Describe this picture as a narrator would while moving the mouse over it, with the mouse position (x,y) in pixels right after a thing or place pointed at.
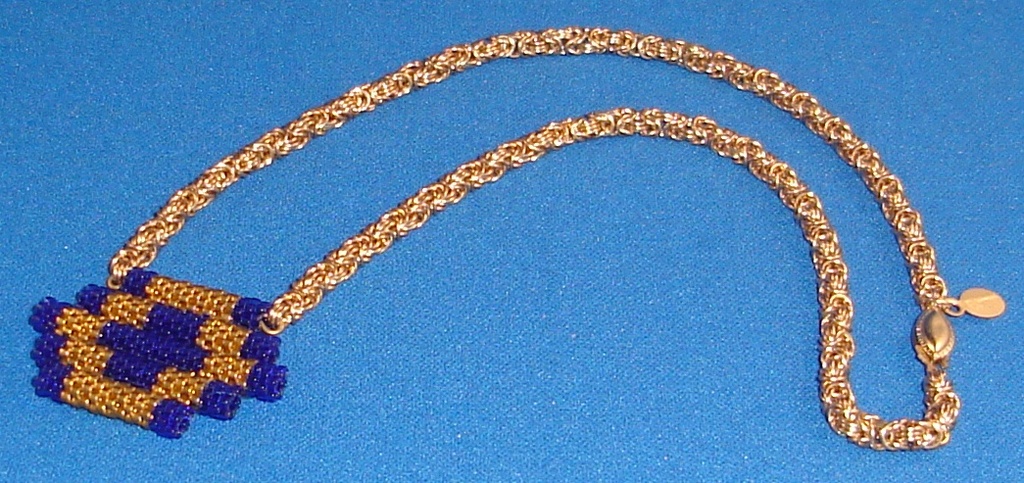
In this image there is a chain (331,279) on the surface (412,284). There is a pendant (203,314) to the chain (312,274).
